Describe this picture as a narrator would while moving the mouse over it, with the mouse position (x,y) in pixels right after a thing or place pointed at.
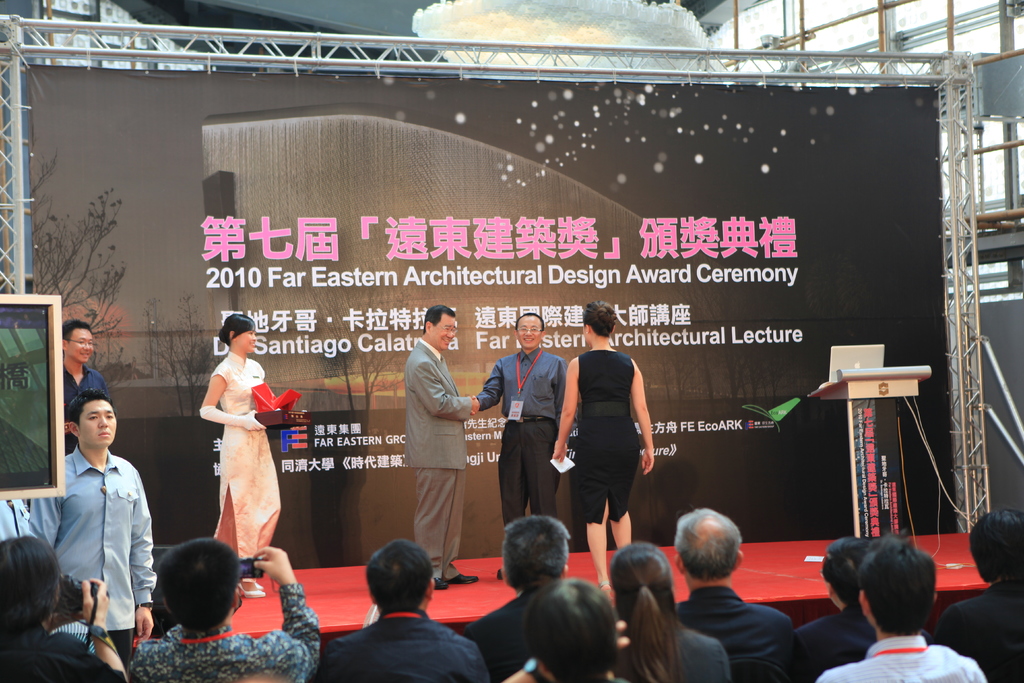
In this image I can see there are few persons (649,441) standing on the dais (495,577) and I can see podium (837,379) and a woman (257,372) holding a red color object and at the bottom (894,623) I can see persons (894,623) and I can see hoarding board (791,177) in the middle (528,271).
